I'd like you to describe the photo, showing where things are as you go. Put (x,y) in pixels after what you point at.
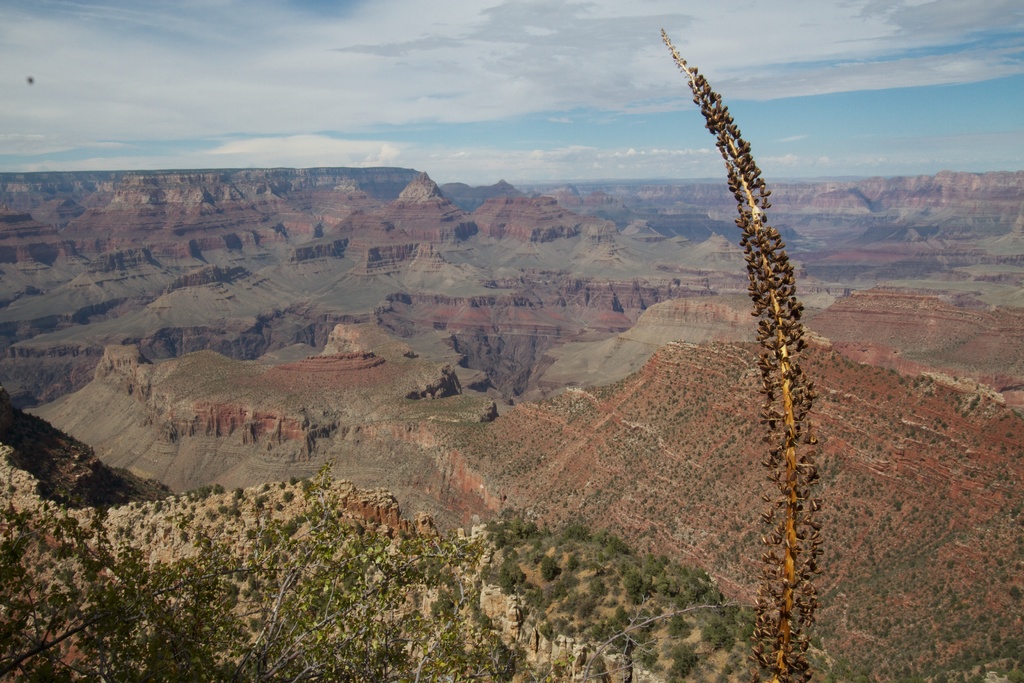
In the picture we can see some hills (628,440) with grass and plants (794,604) and from the Aerial view we can see some hills (218,301) with grass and plants (816,574) and in the background (424,79) we can see a sky (403,101) with clouds (362,106).
